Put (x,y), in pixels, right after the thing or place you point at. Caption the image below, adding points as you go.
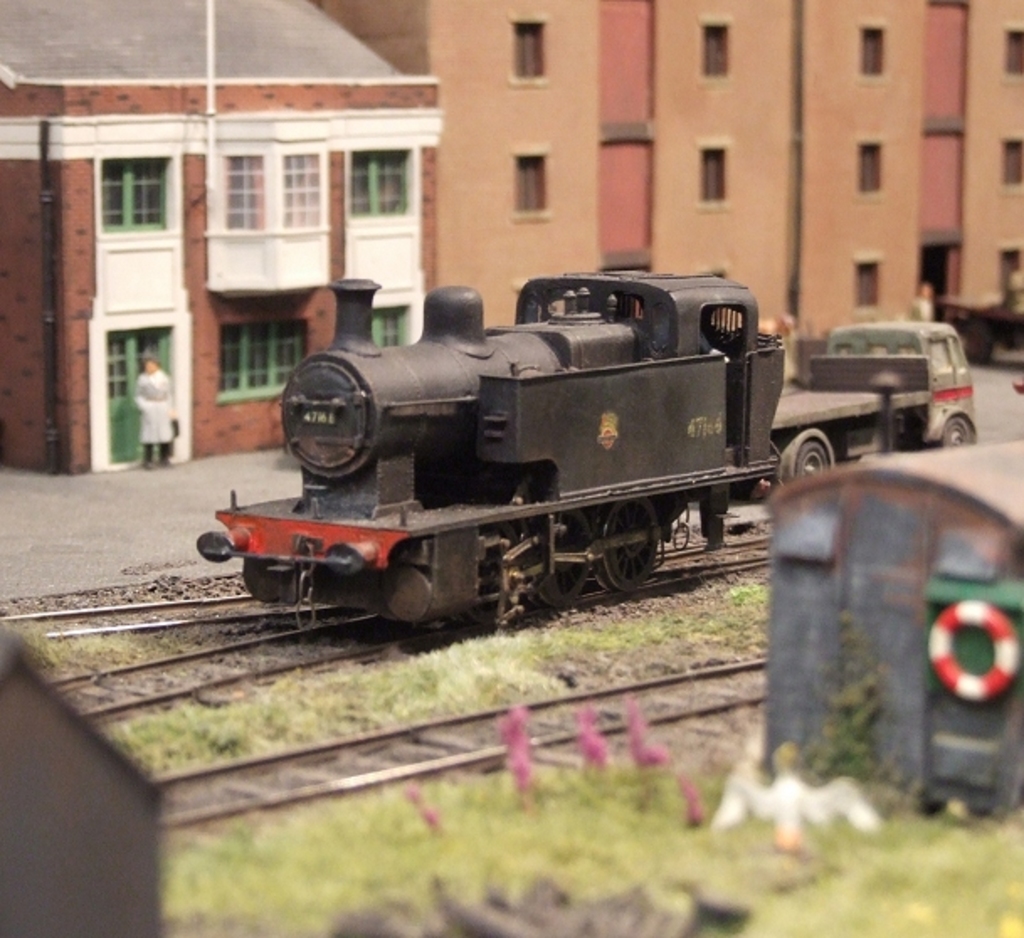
In this image we can see few toys of trains (244,537), a vehicle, railway tracks (379,735), a doll (154,417), buildings (704,137), grass (297,690) a tube (952,617) to the train (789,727).
